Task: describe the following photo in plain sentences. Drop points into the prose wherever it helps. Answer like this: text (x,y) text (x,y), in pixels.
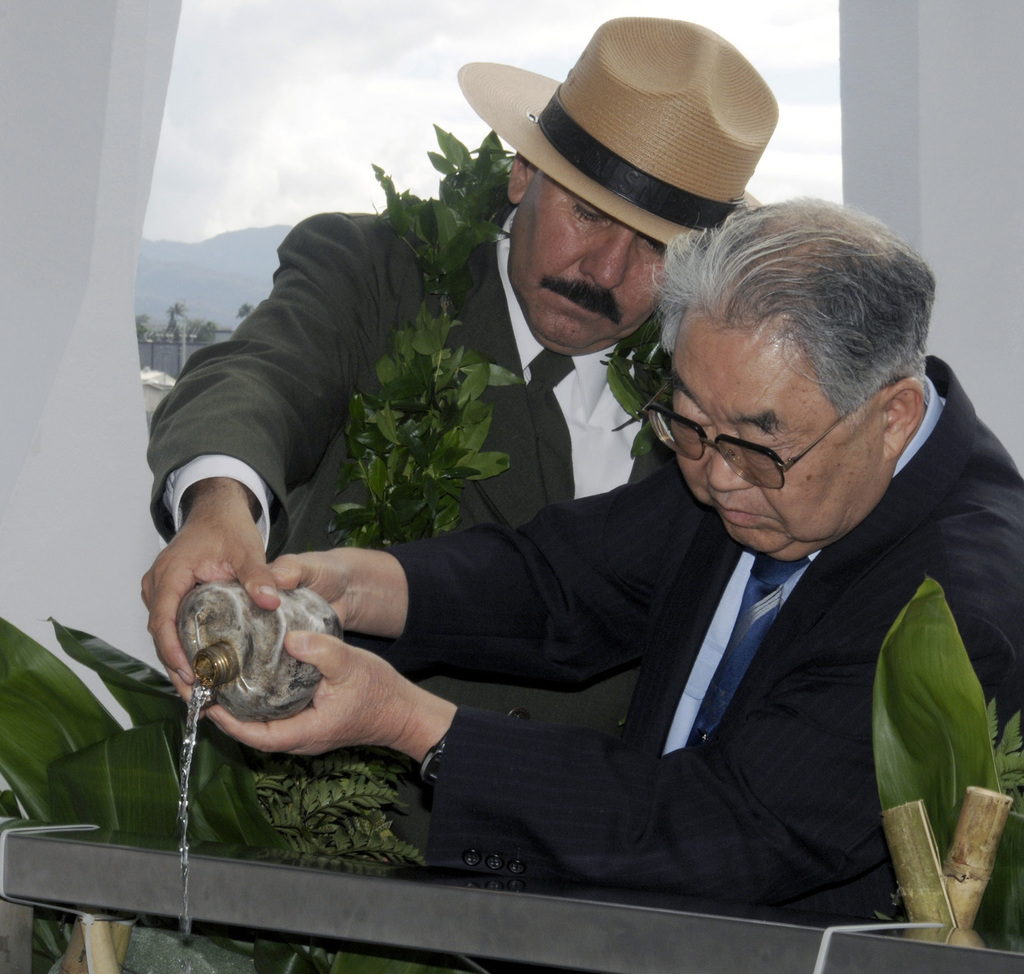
Bottom of the image (932,672) there are some plants (64,720) and there is a fencing (1017,958). In the middle of the image (386,591) two persons (695,139) are standing and holding a bottle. Behind them there is a wall (881,115).
